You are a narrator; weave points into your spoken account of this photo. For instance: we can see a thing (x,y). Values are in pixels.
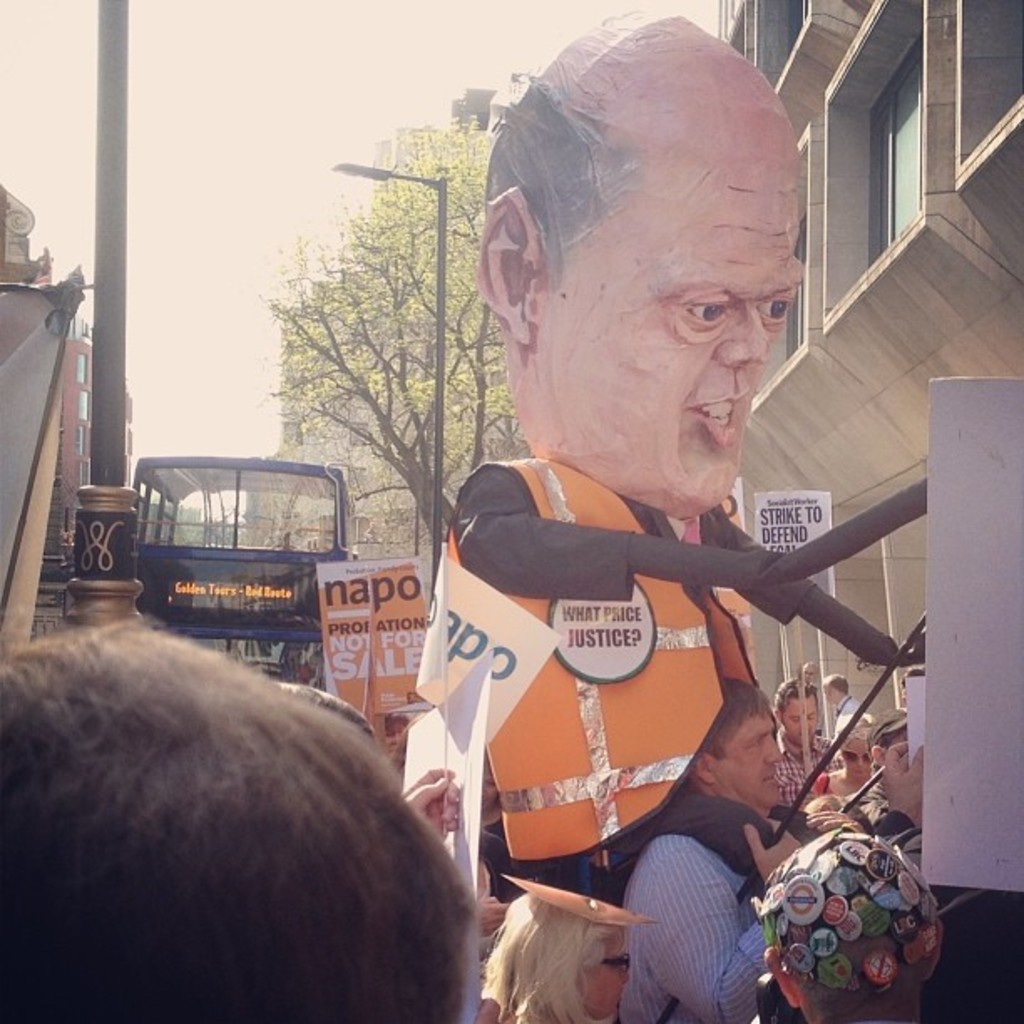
Here people (728,881) are standing, this is tree (384,388) and a bus (232,557), this is a building (83,454) and a sky (287,206).
